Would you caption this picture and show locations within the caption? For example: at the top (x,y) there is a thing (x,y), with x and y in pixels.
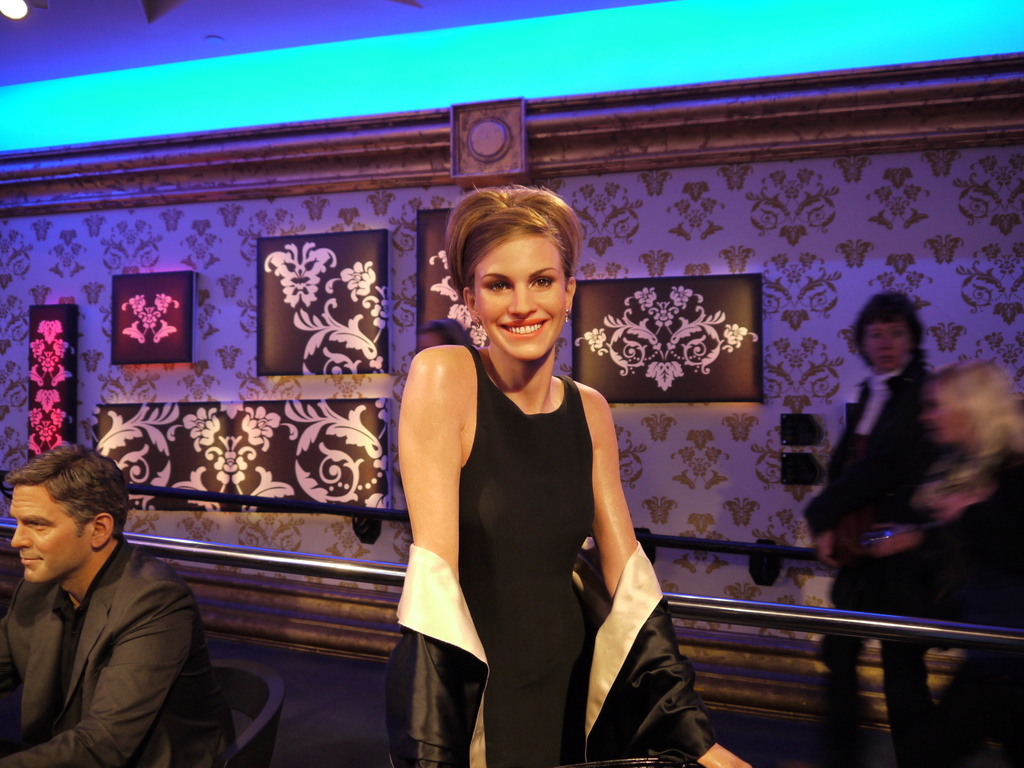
In the image there is a woman (575,495), she is standing and posing for the photo she is wearing a black dress (494,448) and behind the woman (487,512) there is a man (74,658) he is sitting on the chair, on the right side (972,174) there is a wall (246,372) and there are some painting posters (179,403) attached to the wall (214,305), two people (868,480) are walking beside the wall (396,383) and there is a blue light (358,52) to the roof (500,33).
